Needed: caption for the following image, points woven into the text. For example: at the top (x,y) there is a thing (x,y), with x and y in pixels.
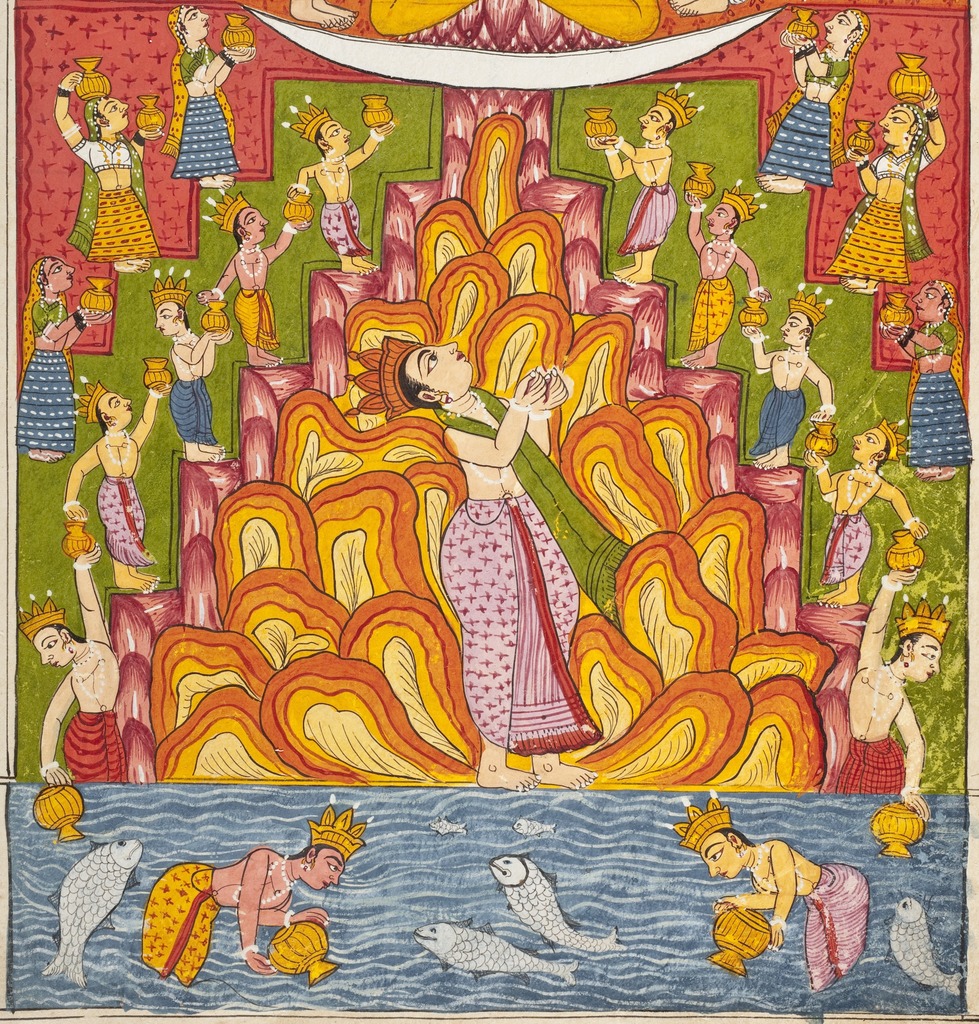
This is a painting, in this image at the bottom (576,873) there is sea (146,861), in the sea (146,861) there are fishes (925,927) and people (786,906) are holding water vessels (755,937). And in the background (718,332) there are group of people (84,616) holding water vessels (710,181) and there is some art (622,466).
